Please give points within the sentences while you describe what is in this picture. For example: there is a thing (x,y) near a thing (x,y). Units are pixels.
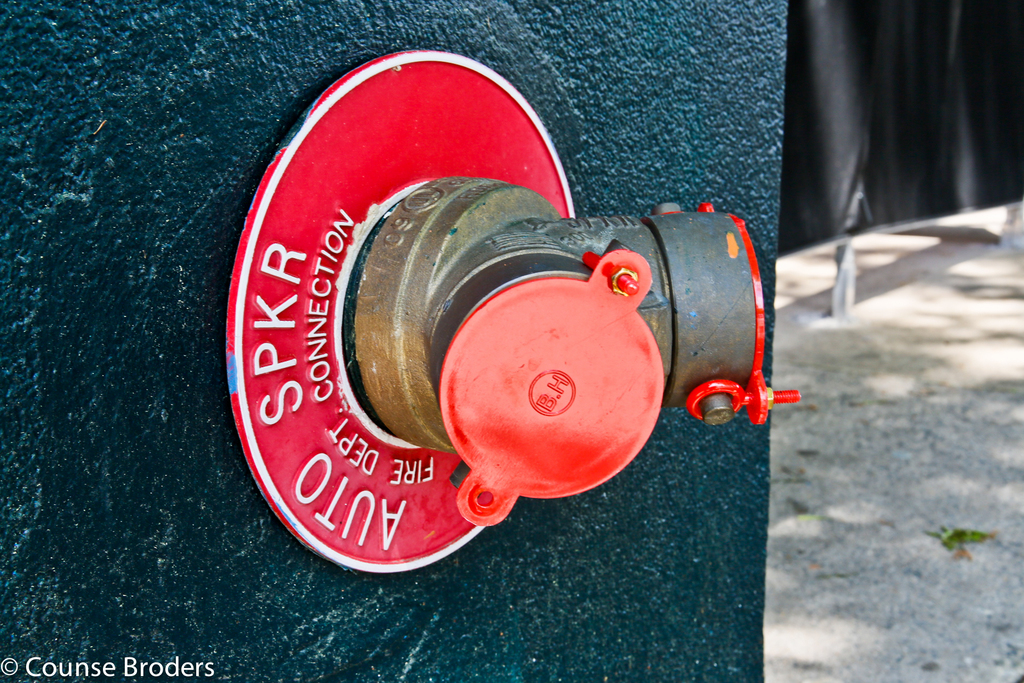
In this picture we can see a metal pipe (709,305) with lids (640,318) on the wall (706,88) and in the background (985,277) we can see the ground (985,328).
